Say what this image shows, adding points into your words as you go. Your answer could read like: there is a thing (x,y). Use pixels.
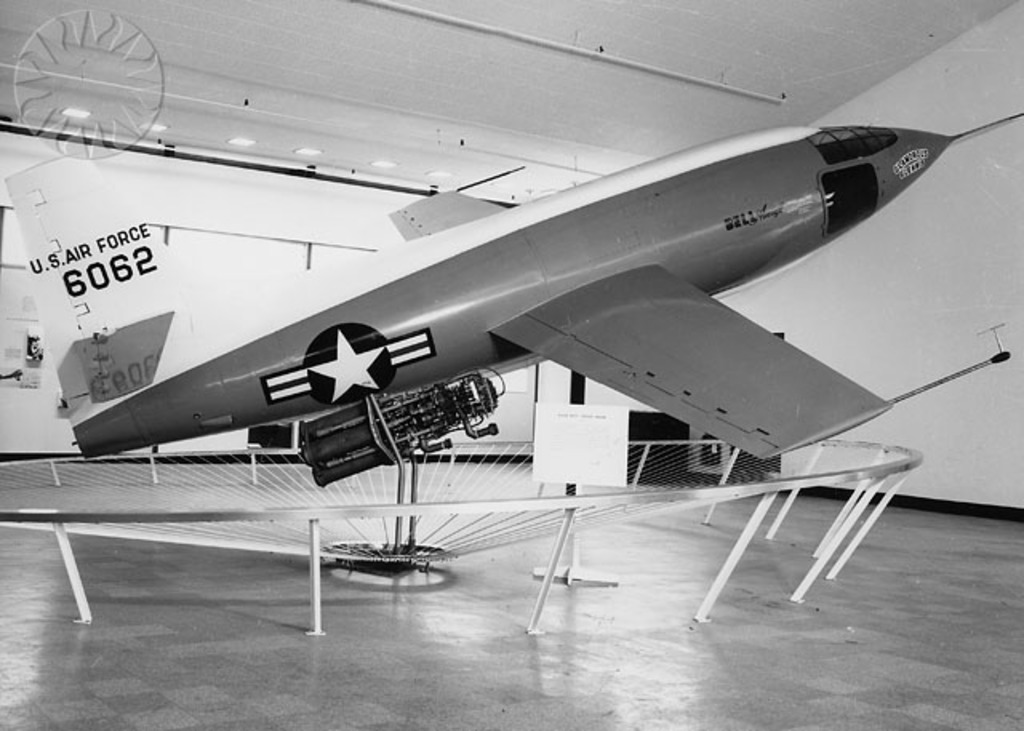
In this image I can see an airplane (610,309). In the background (229,243) I can see lights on the ceiling (441,136) and wall (755,284). This image is black and white in color.
